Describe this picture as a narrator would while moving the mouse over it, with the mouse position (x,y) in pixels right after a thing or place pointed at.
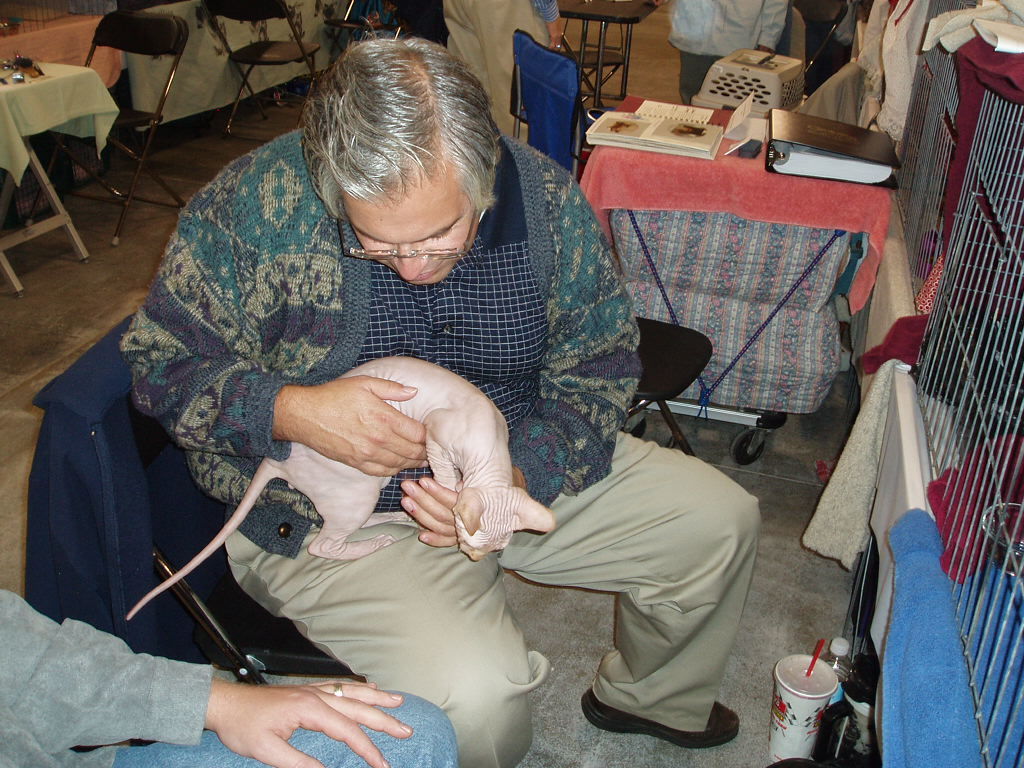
This picture describes about group of people (523,383) few are seated on the chair (214,640) and few are standing in the given image a middle person (429,223) holding a cat (322,535) in his hands (361,428), in front of him we can see cups (822,677) and bottle (838,676), and also we can see books (655,123) on the table (719,201).
